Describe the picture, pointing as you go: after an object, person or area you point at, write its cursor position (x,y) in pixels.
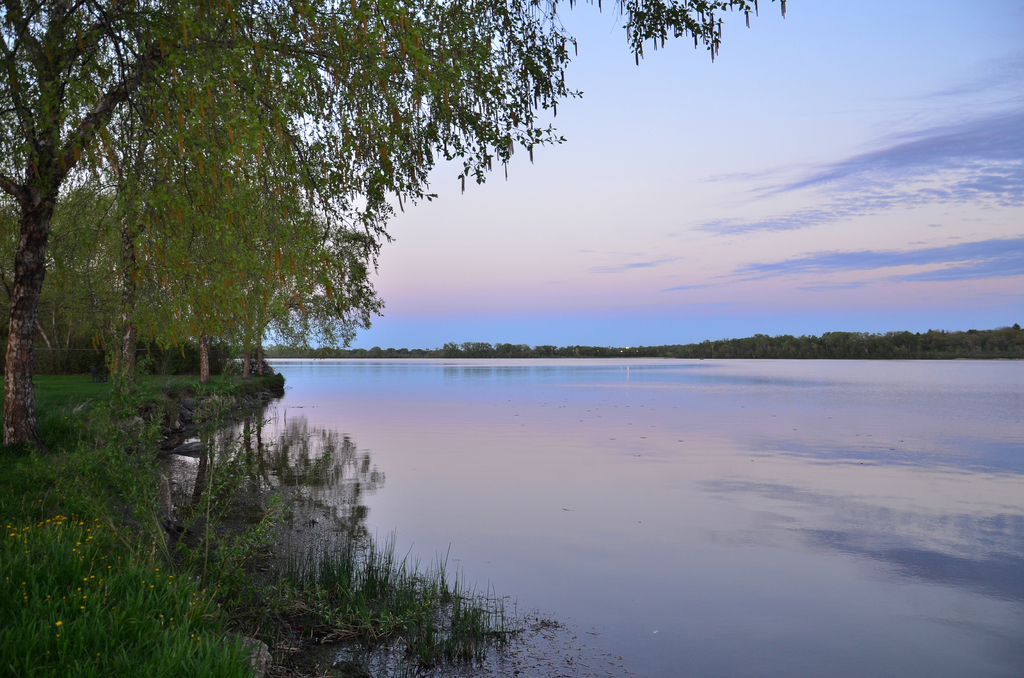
In this picture I can see water (632,471), trees (136,153) and grass (58,505). In the background (690,234) I can see the sky (773,216).
